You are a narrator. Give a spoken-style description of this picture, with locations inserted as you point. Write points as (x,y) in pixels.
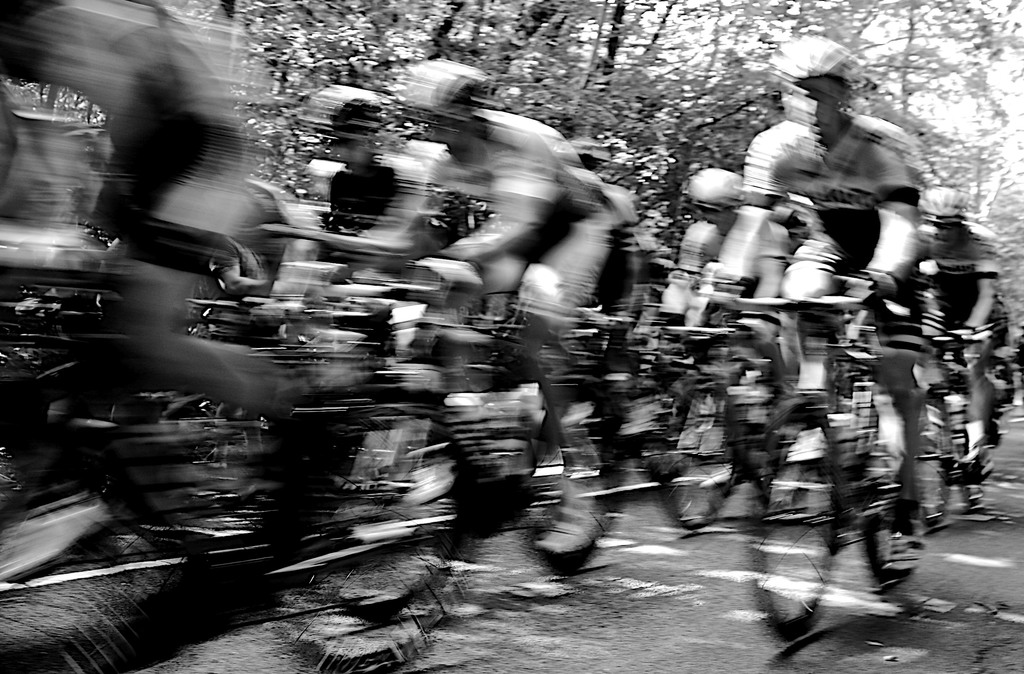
This is a black and white picture. In this picture we can see a few people (158,201) riding on the bicycles (158,442). There is a blur view on the left side (270,323). We can see a few trees (421,15) in the background (943,56).
